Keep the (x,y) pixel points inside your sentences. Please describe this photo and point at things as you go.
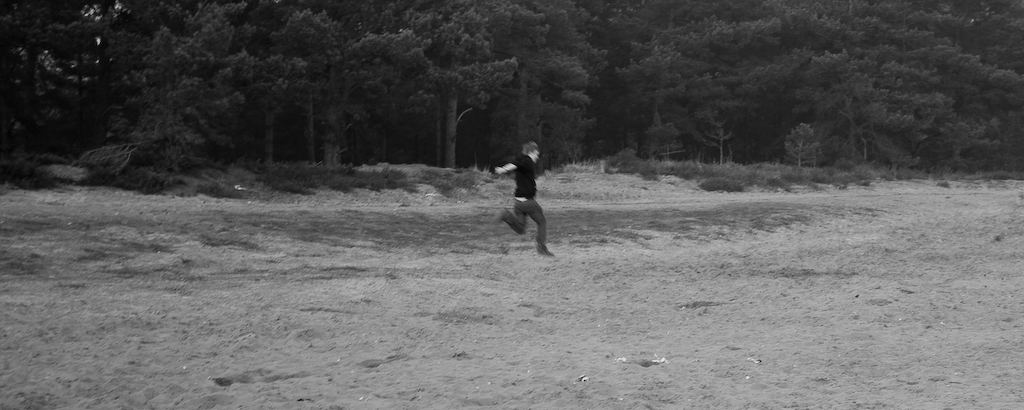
In this image I can see a ground (541,280), On the ground (438,227) there is a person (525,192) running. And at the background (738,167) there is a plant (731,178) and trees (333,79).
